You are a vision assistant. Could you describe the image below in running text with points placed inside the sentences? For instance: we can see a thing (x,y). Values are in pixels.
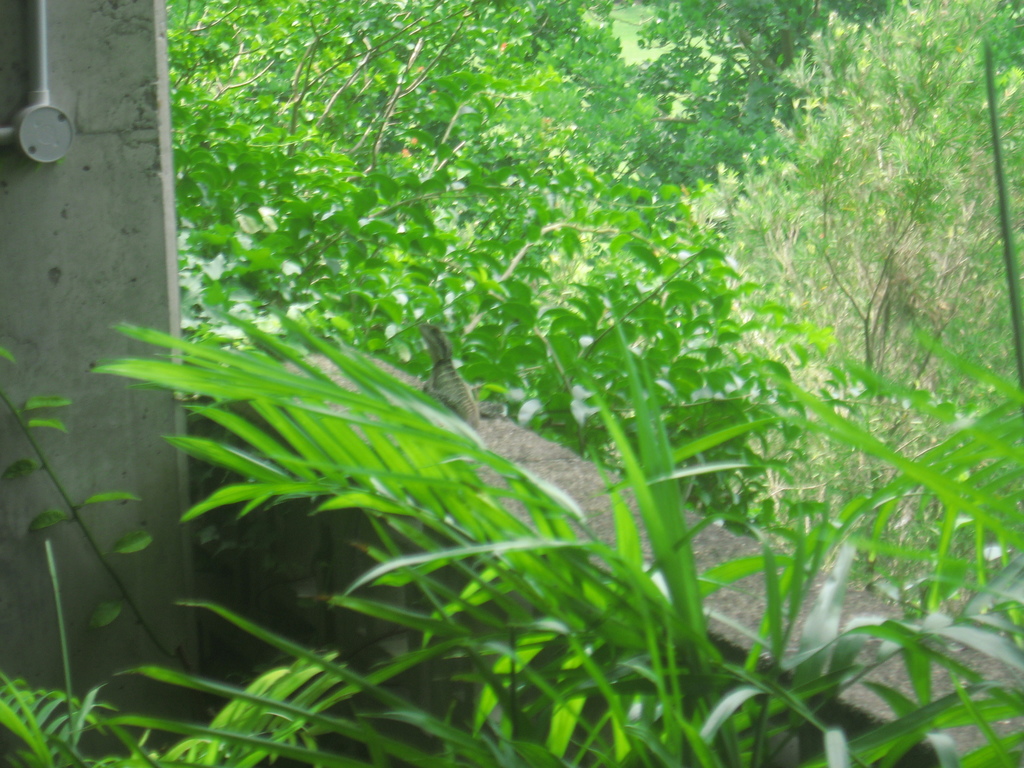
In the picture we can see some plants (316,714) near the wall (336,634) and beside it we can see a pillar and on the wall (340,617) we can see a garden lizard (437,381) and behind the wall (328,623) we can see plants (624,242) and trees (778,198).
